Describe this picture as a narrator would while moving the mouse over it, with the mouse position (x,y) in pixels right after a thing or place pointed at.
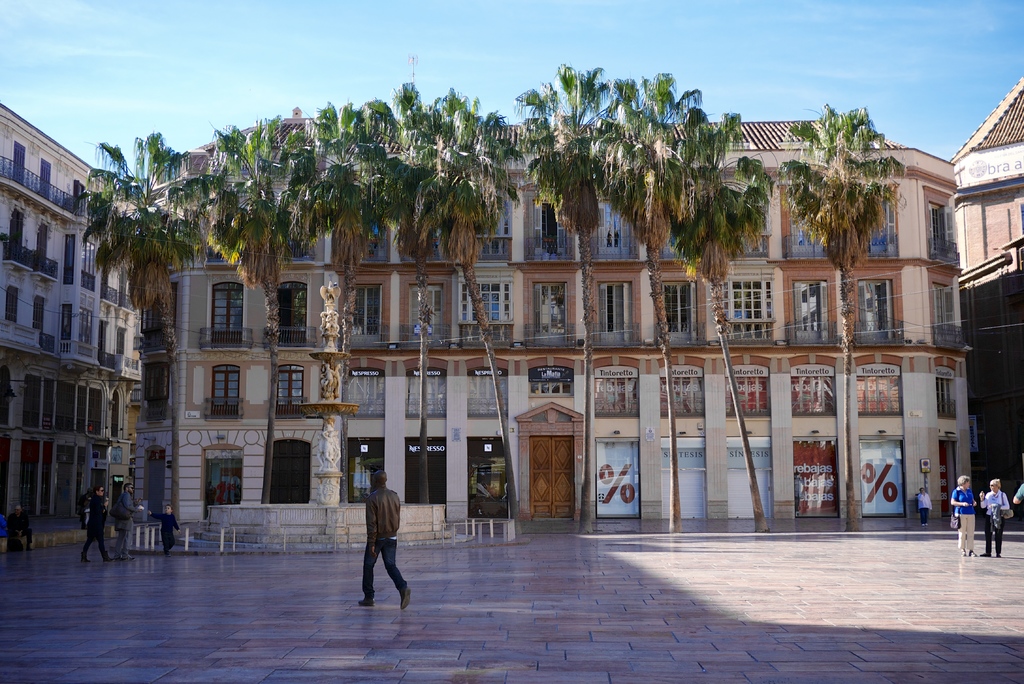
In this image we can see some persons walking through the floor (869,573) in the open area (646,601) and in the background of the image (424,273) there are some trees (815,233), buildings (514,385) which has some doors (32,488) and windows (381,402), there is clear sky (336,9).
